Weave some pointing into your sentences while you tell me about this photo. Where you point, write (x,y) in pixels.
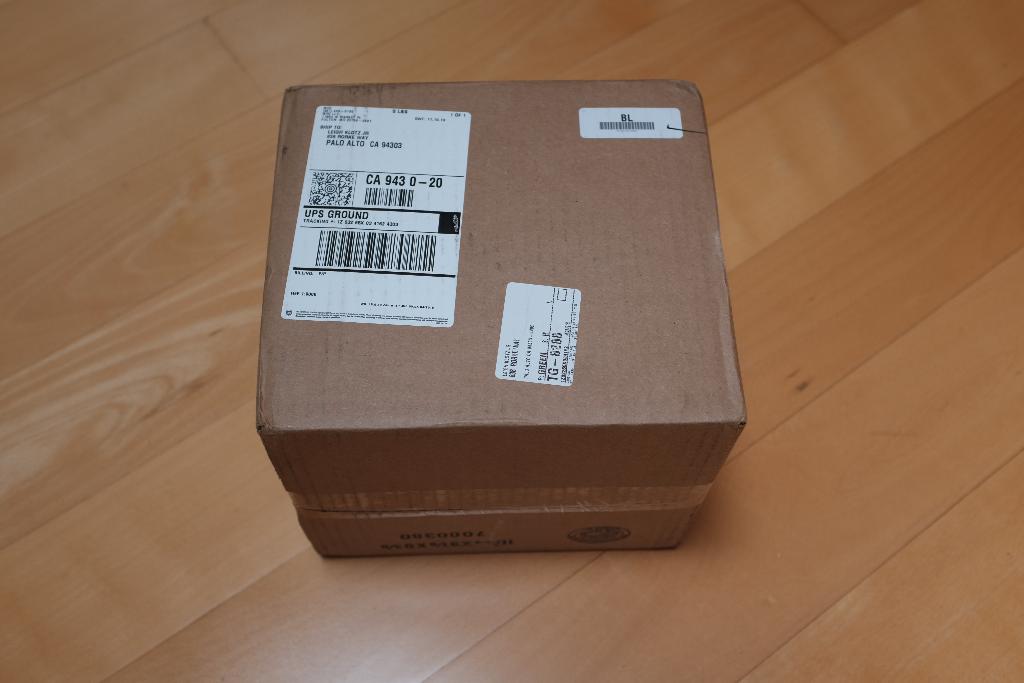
In this image, we can see a cardboard box (606,164) with some labels (429,180) is on the wooden surface (981,70).
